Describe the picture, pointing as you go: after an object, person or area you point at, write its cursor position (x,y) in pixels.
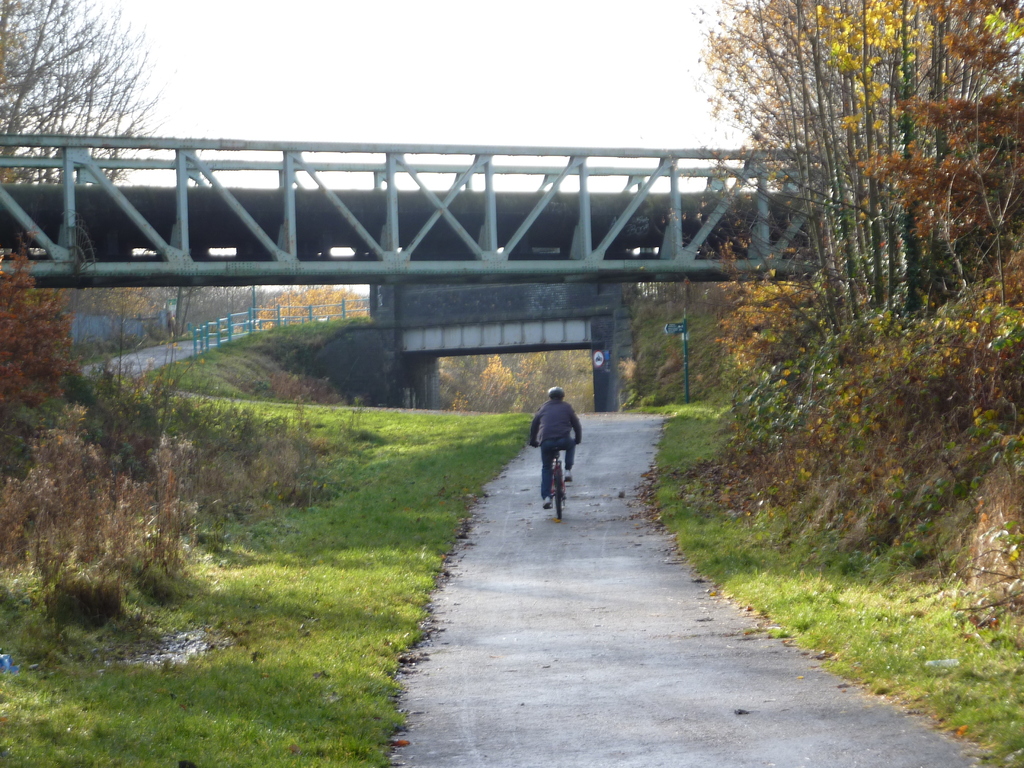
There is one man (547,434) riding a bicycle (561,481) on the road (579,524) as we can see at the bottom of this image (535,528), and there are some trees (70,373) in the background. There is a metal structure (237,189) is present in the middle of this image (646,270), and there is a sky (475,101) at the top of this image (504,81).
